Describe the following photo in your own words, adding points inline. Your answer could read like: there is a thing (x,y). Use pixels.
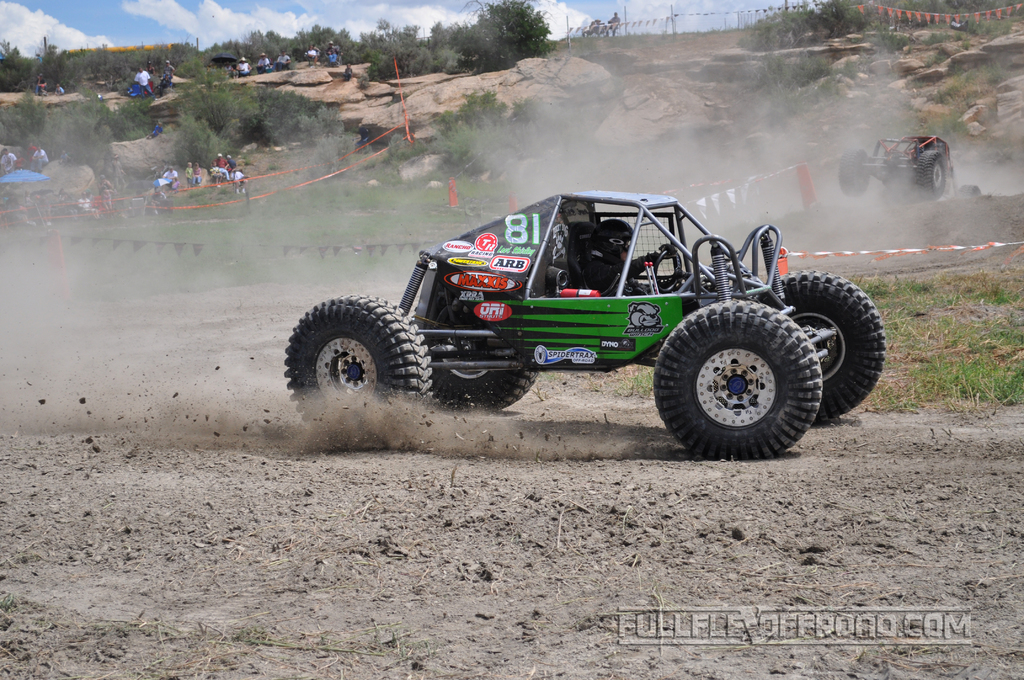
In this picture we can see vehicles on the ground (911,427), here we can see people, decorative flags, grass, trees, rocks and some objects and in the background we can see sky (760,17) with clouds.
